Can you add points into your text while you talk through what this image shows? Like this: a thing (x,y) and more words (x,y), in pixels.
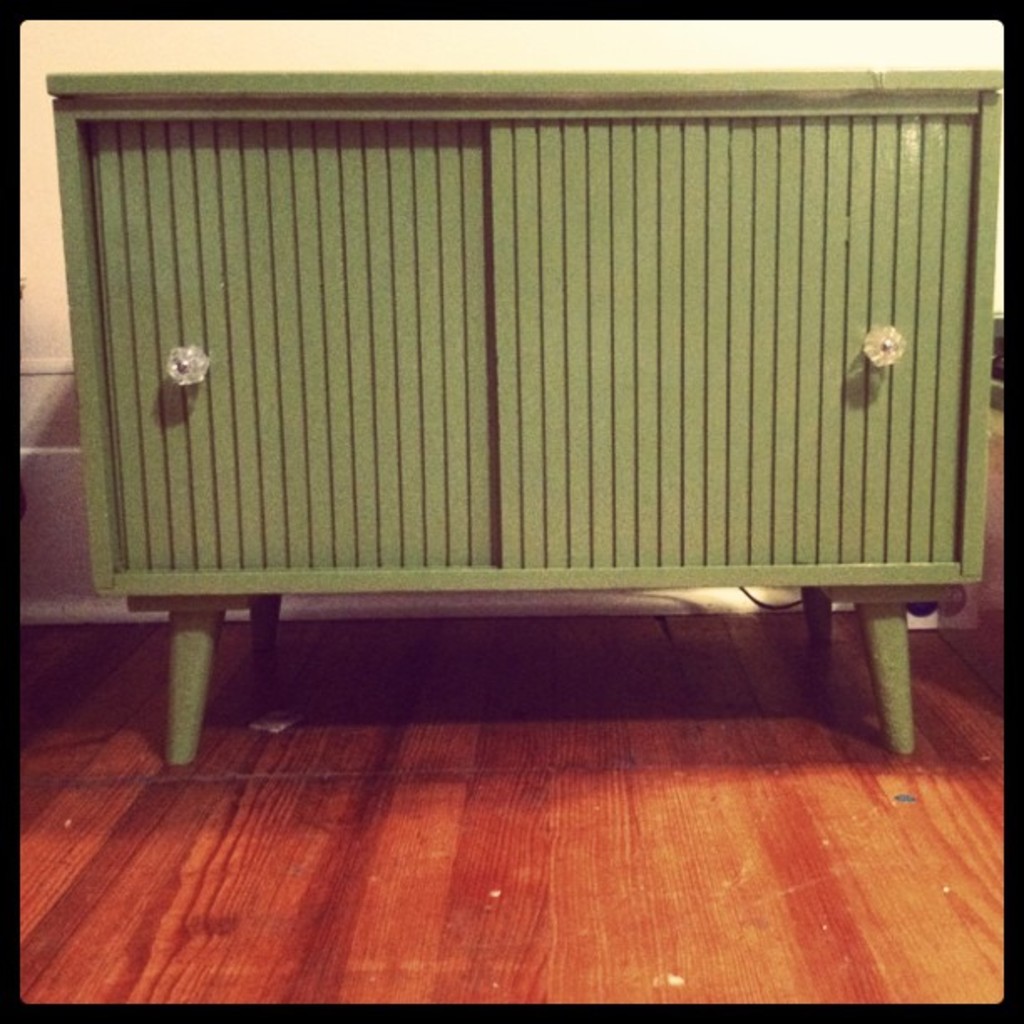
In the center of the image (509,460) we can see a cupboard (682,350). In the background of the image (198,50) we can see the wall (198,50). At the bottom of the image (486,851) we can see the floor (618,821).
